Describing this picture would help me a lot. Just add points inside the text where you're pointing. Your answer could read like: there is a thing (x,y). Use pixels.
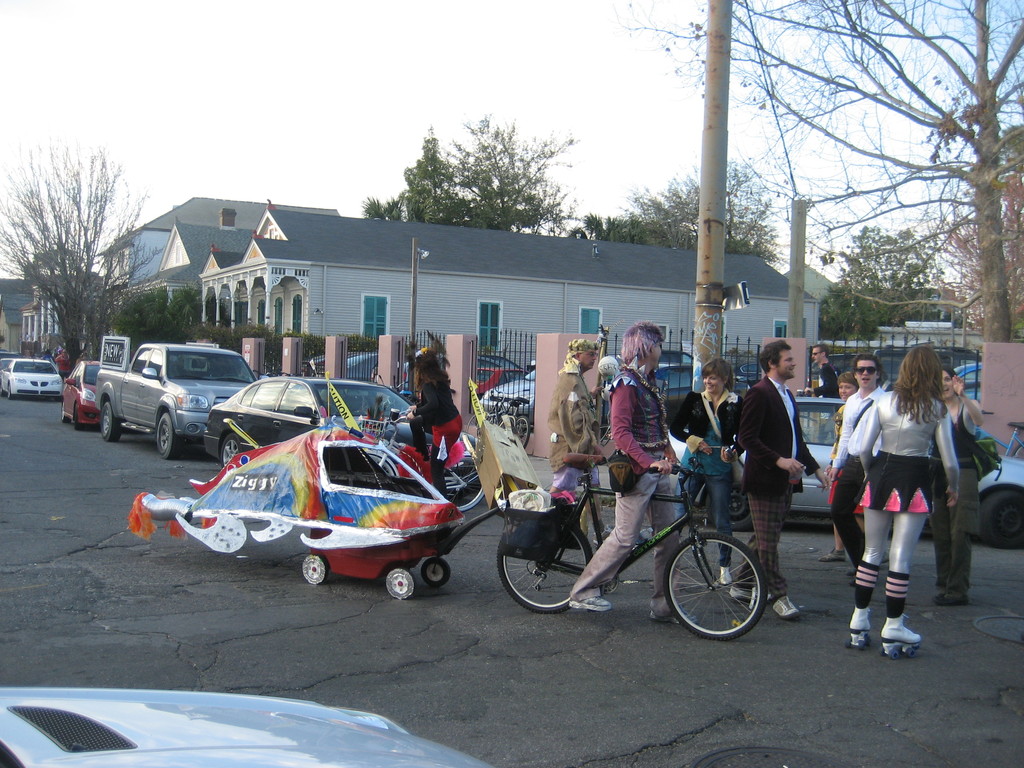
In the image we can see there is a clear sky (443,91) and there are buildings (338,286) and there are lot of trees (162,310) in the area. There are cars (199,399) which are parked on the road (920,627). There is a bicycle (717,595) and the man (654,429) is holding a bicycle (617,587), the woman (857,640) is standing on the roller skates (908,650).
